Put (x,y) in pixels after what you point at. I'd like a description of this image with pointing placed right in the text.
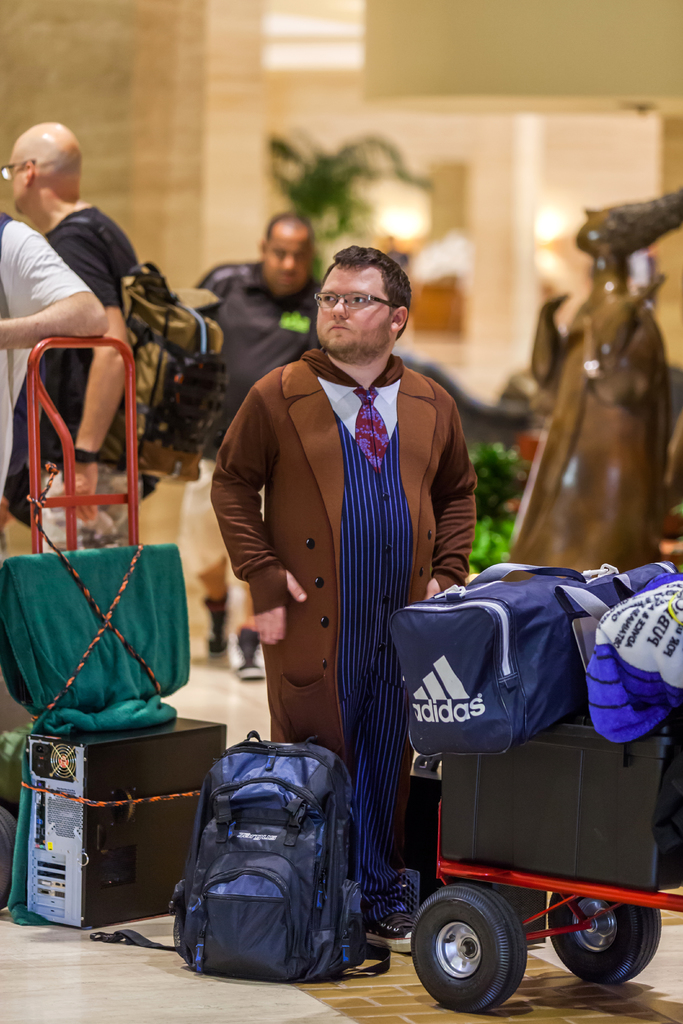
In this picture we can see man (277,489) wore coat (336,426), spectacle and standing on floor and beside to him we have luggage (496,721) with bags (223,754), CPU (205,729) and in background (22,235) we can see some more persons (30,233) carrying bags (135,298), wall (191,110), tree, light (416,232), pillar (216,233).
